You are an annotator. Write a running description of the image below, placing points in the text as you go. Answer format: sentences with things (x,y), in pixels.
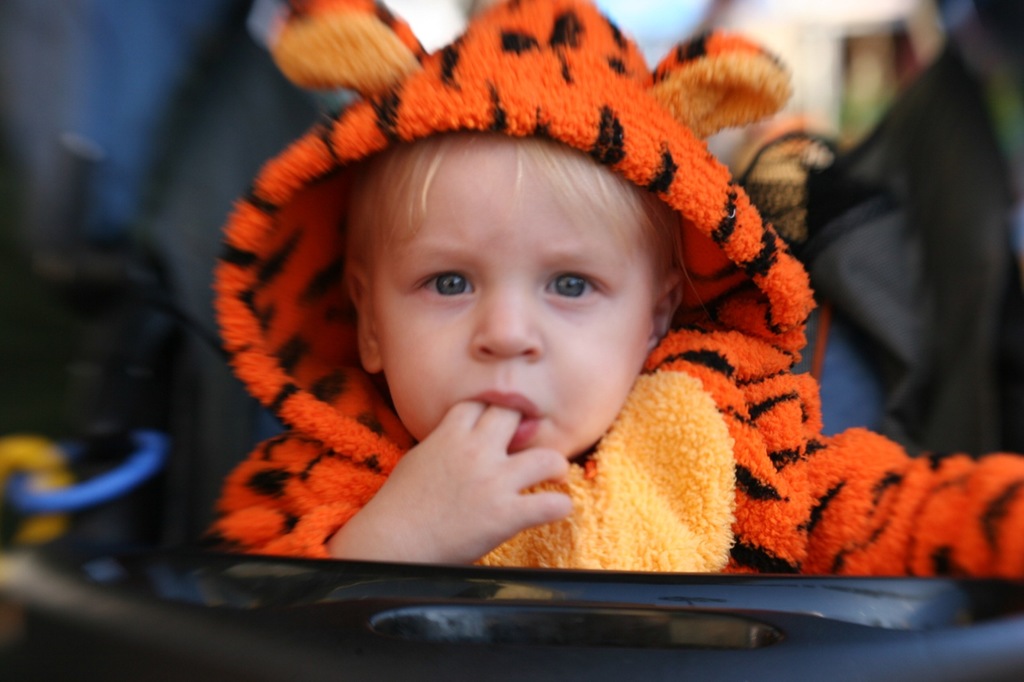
In this image I can see a baby (716,467) wearing an orange dress (656,368). The background (677,18) is blurred.
